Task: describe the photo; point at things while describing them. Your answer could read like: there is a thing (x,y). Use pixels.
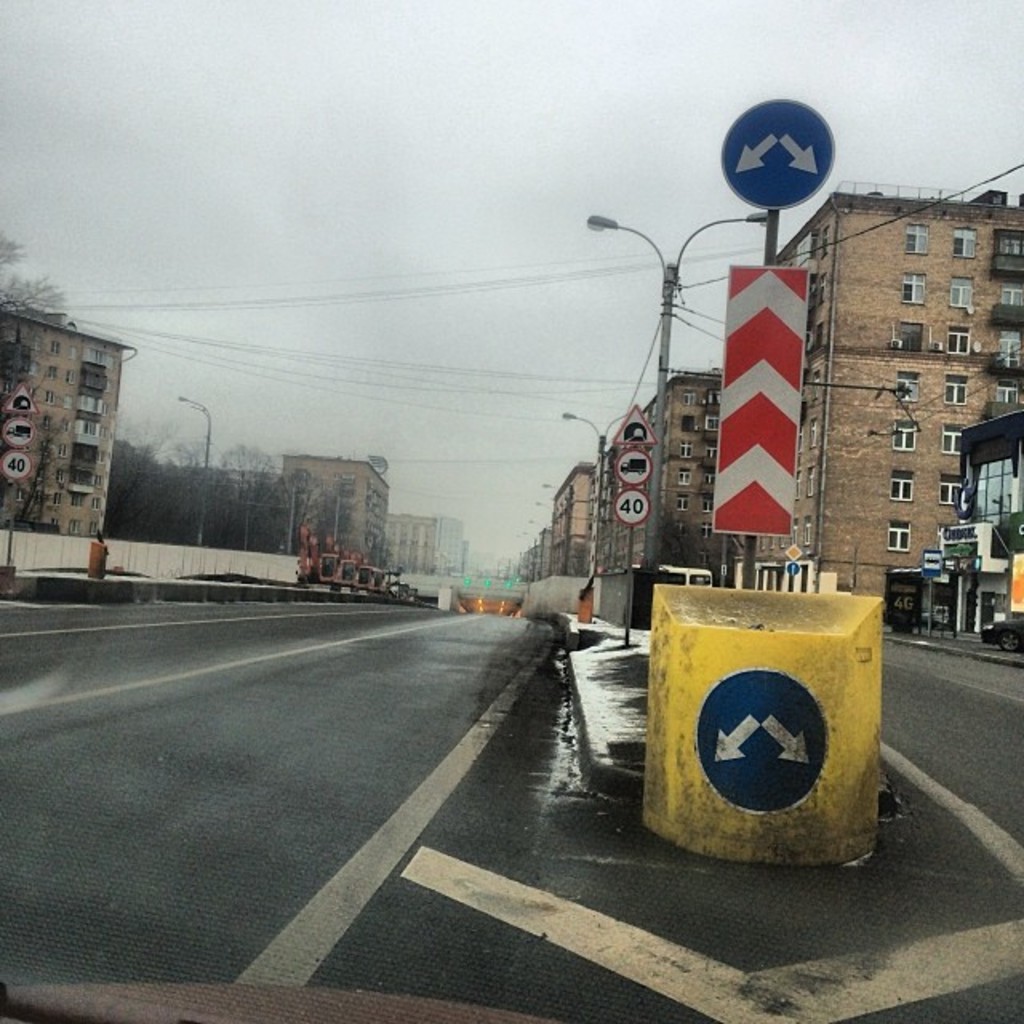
In this picture we can see road (1003,985), boards (757,349), poles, lights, buildings (289,463), trees (222,499), vehicle (362,576), wires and flyover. In the background of the image (247,306) we can see the sky (518,342).
